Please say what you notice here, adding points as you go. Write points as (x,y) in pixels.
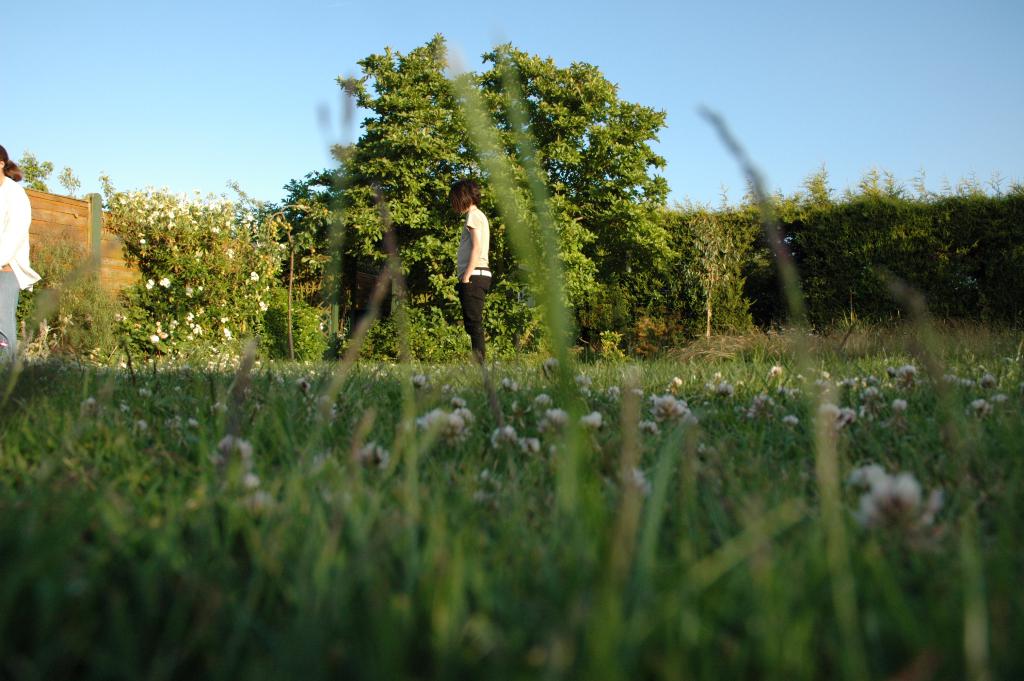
In the center of the image (482,229) we can see a person (473,217) is standing. On the left side of the image (22,232) we can see a lady (27,261) is standing. In the background of the image (548,200) we can see the wall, trees (374,240), plants (244,313) and flowers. At the bottom of the image (714,517) we can see the grass (563,529) and flowers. At the top of the image (728,55) we can see the sky (679,120).
